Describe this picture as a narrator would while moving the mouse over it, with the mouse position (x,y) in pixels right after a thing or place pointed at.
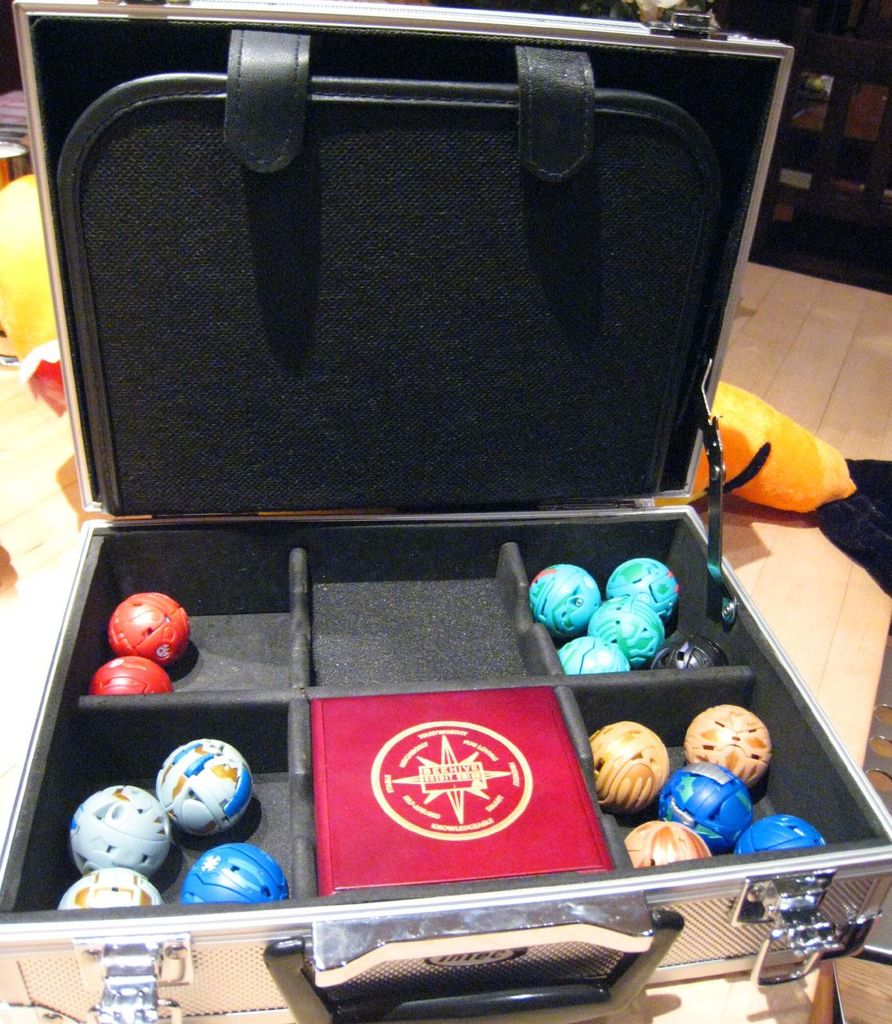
A box (143,421) with segments (387,635) containing small balls (235,760) in them.
